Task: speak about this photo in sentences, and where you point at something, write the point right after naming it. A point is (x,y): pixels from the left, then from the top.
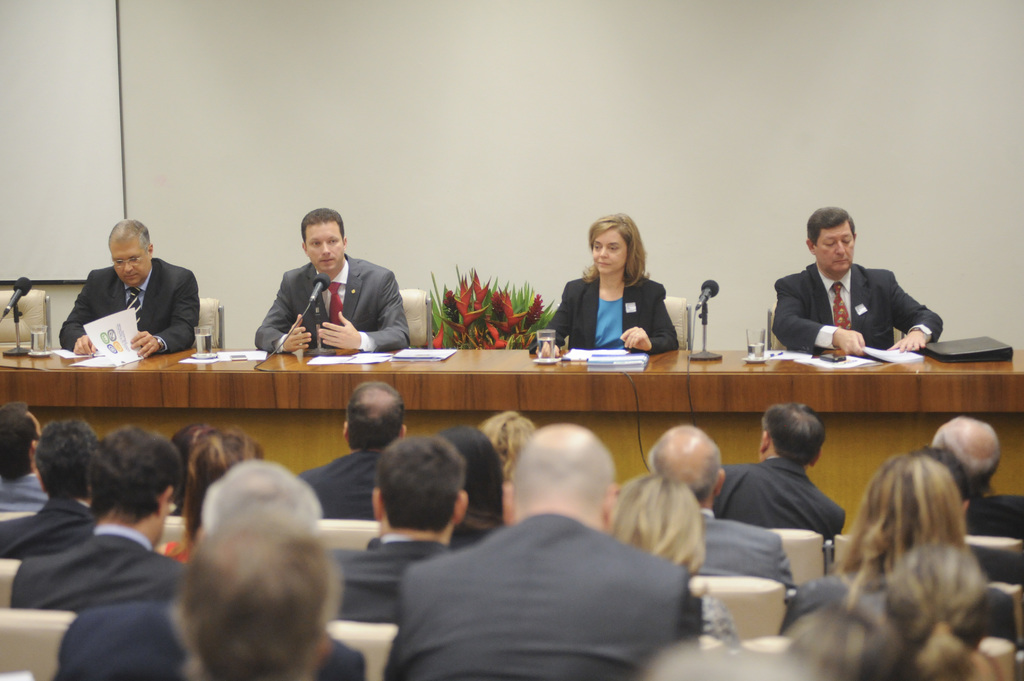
This is an inside view. In the middle of the image (377,315), I can see three men (834,282) and a woman (629,308) are sitting on the chairs (681,328) in front of the table (357,365). On the table (458,359) there are few books (818,363) and microphones (705,334). At the back of these people (344,320) there is a plant (491,321) along with the flowers (474,306). At the bottom (309,551), I can see many people (368,546) are sitting on the chairs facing towards the back side (588,594). In the background (618,136) there is a wall (614,113).
